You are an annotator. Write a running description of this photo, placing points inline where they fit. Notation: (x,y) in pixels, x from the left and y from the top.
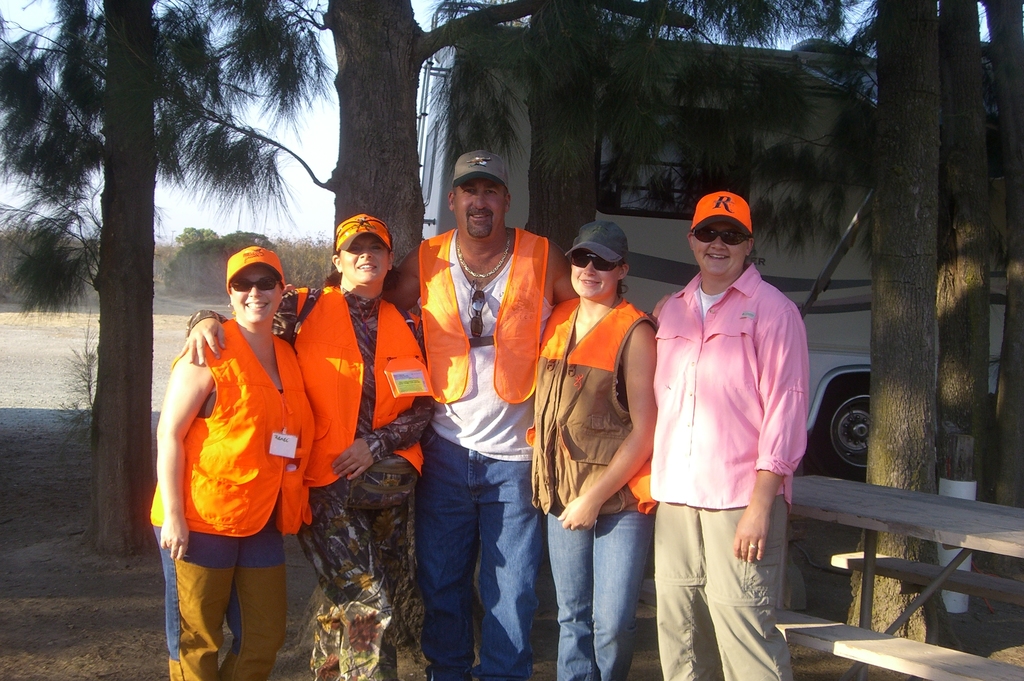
In the image in the center (378,411), we can see a few people (403,395) are standing and they are smiling, which we can see on their faces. In the background (438,86), we can see the sky (325,42), clouds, trees (179,63), vehicle (851,426), bench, table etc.
